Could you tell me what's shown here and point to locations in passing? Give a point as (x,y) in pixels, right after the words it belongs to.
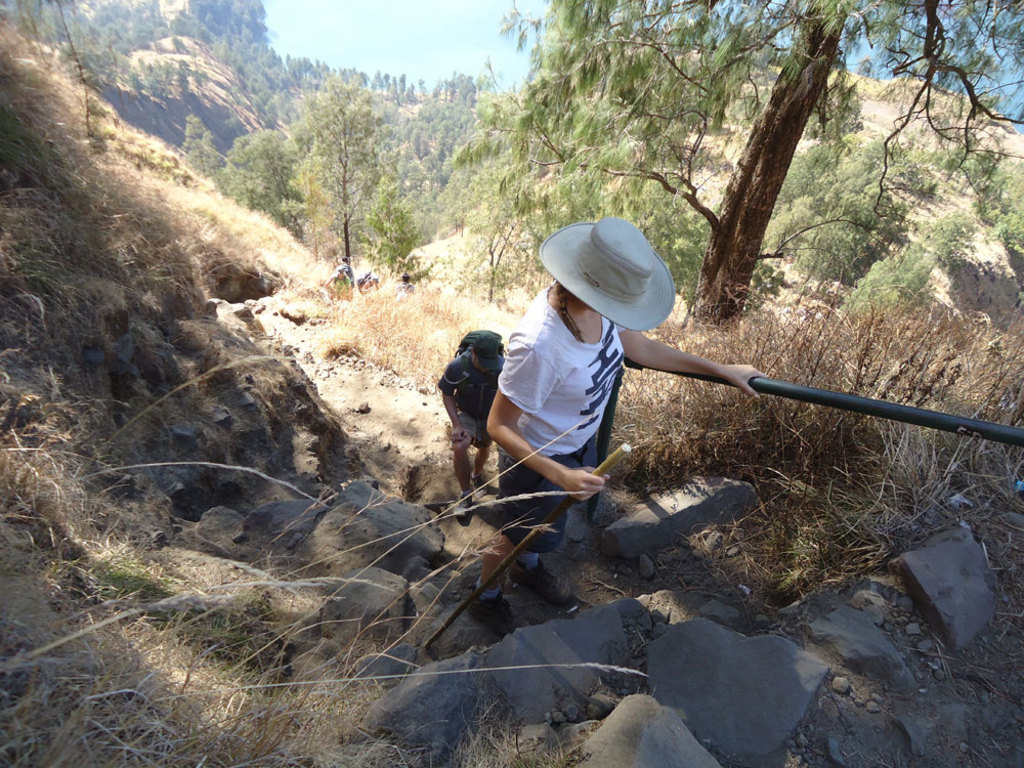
Here we can see two people (496,384). This person (557,387) is holding a rod (768,388). Background (804,369) there are trees (663,147) and dried plants (899,378).
